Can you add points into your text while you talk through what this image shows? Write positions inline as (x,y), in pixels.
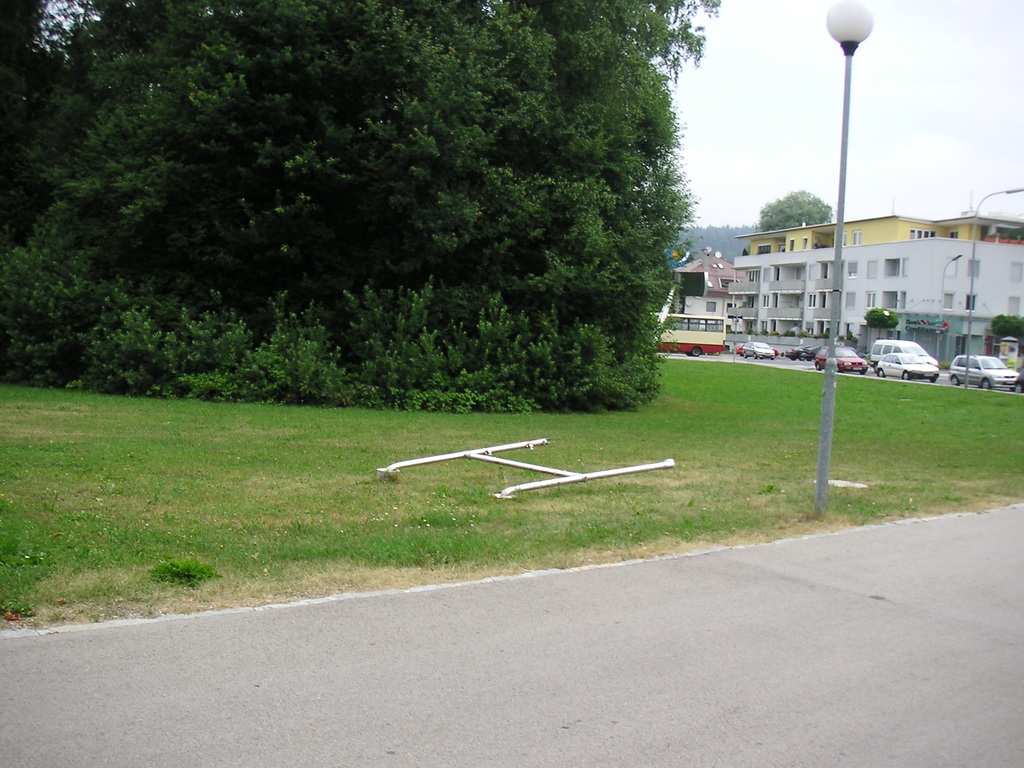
In the center of the image (570,360) we can see trees (591,266), buildings (732,312), bus (714,336), cars (920,351), electric light poles (833,356) are there. At the top of the image (884,73) sky (895,58) is there. At the bottom of the image (682,686) road (712,695) is there. In the middle of the image (495,444) some grass (452,463) is there.
